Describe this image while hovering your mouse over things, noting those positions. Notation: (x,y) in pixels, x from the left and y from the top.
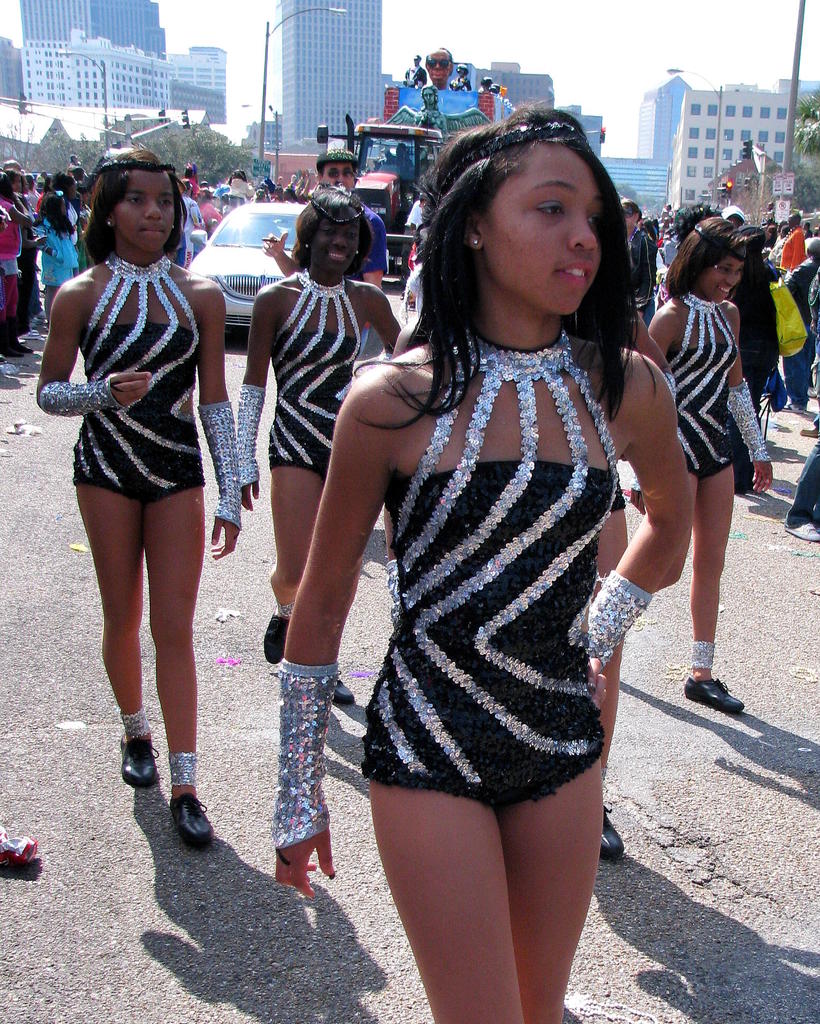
In this image we can see the girls (432,740) walking on the road (22,884). In the background (811,191) we can see the vehicles (403,174), buildings (72,66), trees (804,107), light poles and also the people (641,230). We can also see the sky (521,44).
